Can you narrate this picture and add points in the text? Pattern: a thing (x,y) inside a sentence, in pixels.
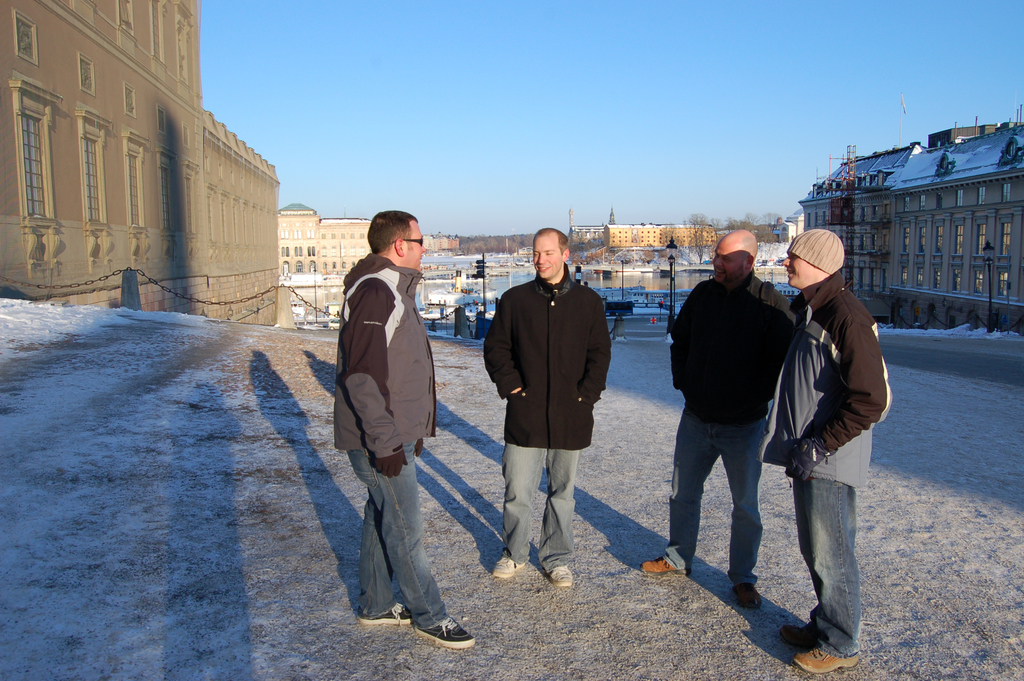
In this picture we can see four men (398,493) smiling, standing on the ground (179,423) and in the background (181,240) we can see buildings (668,228), trees (592,248), water (494,278), some objects (480,269) and the sky (479,138).
